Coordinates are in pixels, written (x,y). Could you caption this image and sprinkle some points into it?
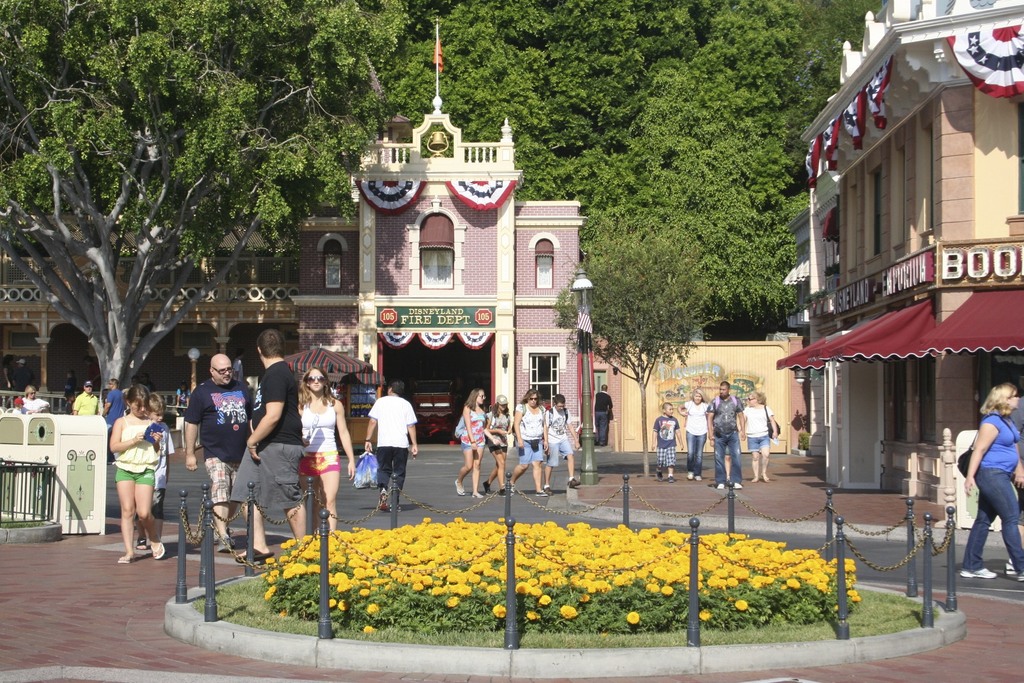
In this image we can see some buildings (523,314) with windows (532,353). We can also see a group of people (547,425) on the ground (558,482), the railing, a tent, poles (185,541) with chains (546,557), a group of plants (622,588) with flowers (646,555), a sign board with some text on it, the flag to a pole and a group of trees (692,217).
